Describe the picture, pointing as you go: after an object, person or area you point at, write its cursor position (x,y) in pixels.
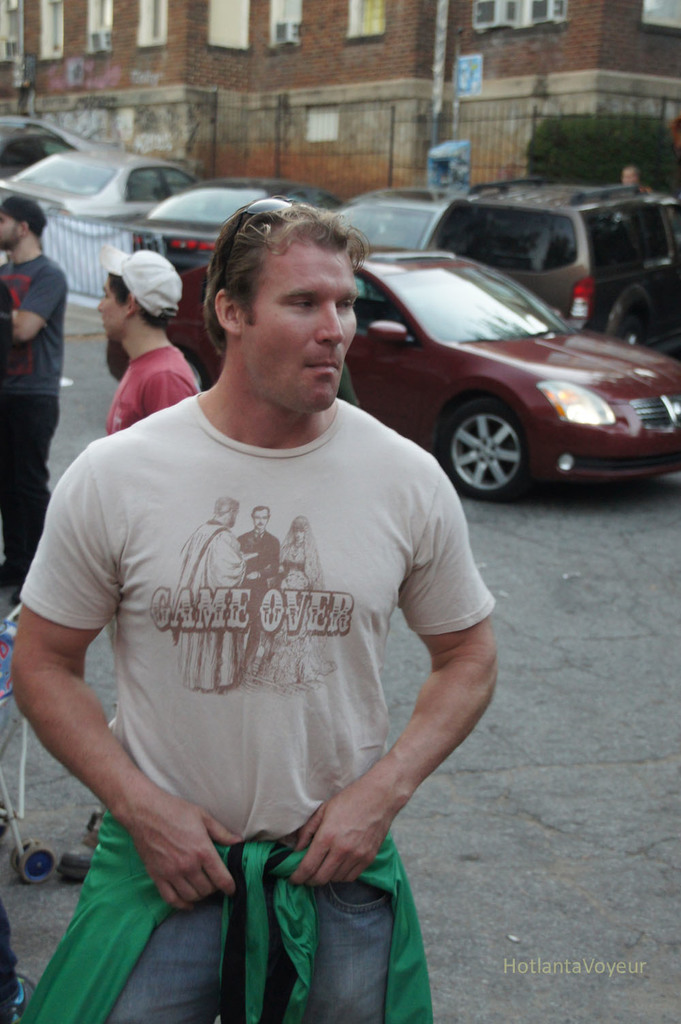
In the foreground of this image (338,539), there is a man (246,580) wearing cream T shirt (350,496) and a green jacket (127,886) tied to his belly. In the background (172,198), there are few vehicles (500,316), and building (478,153). On left (150,299), there are few men (63,310) standing on the ground (81,351).
